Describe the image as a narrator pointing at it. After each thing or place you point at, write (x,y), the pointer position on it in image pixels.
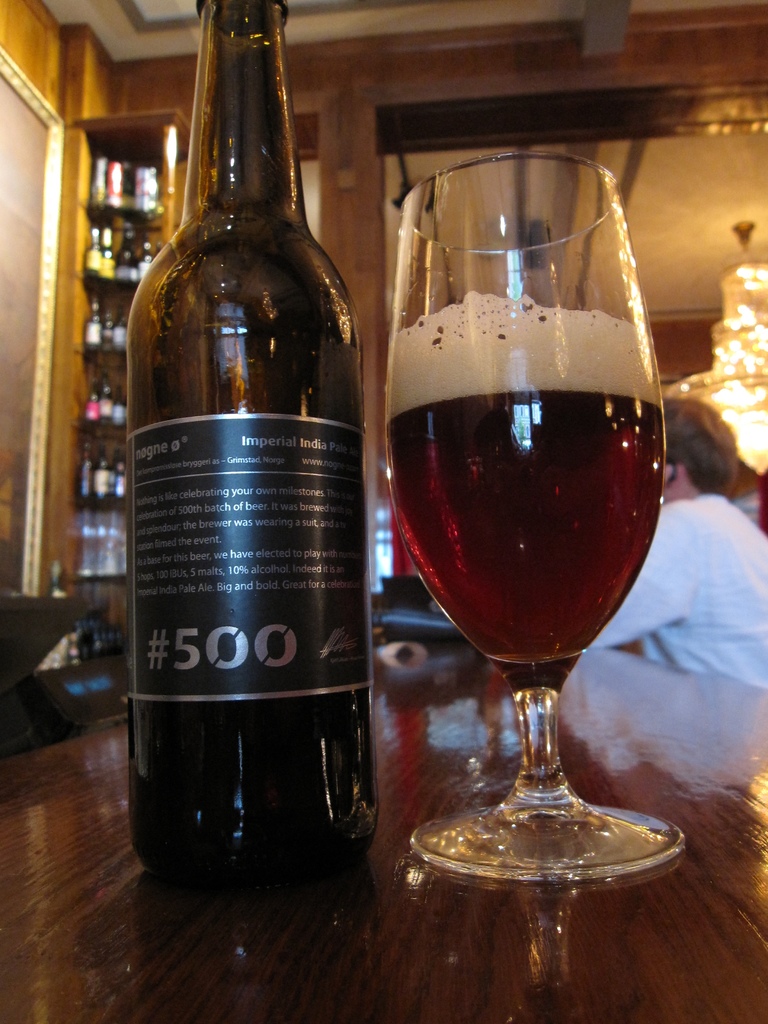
In this image I can see a bottle (293,315) and a glass (515,372) with drink (493,372) in it. In the background (709,498) I can see a person (698,435) and few more bottles (100,173).
